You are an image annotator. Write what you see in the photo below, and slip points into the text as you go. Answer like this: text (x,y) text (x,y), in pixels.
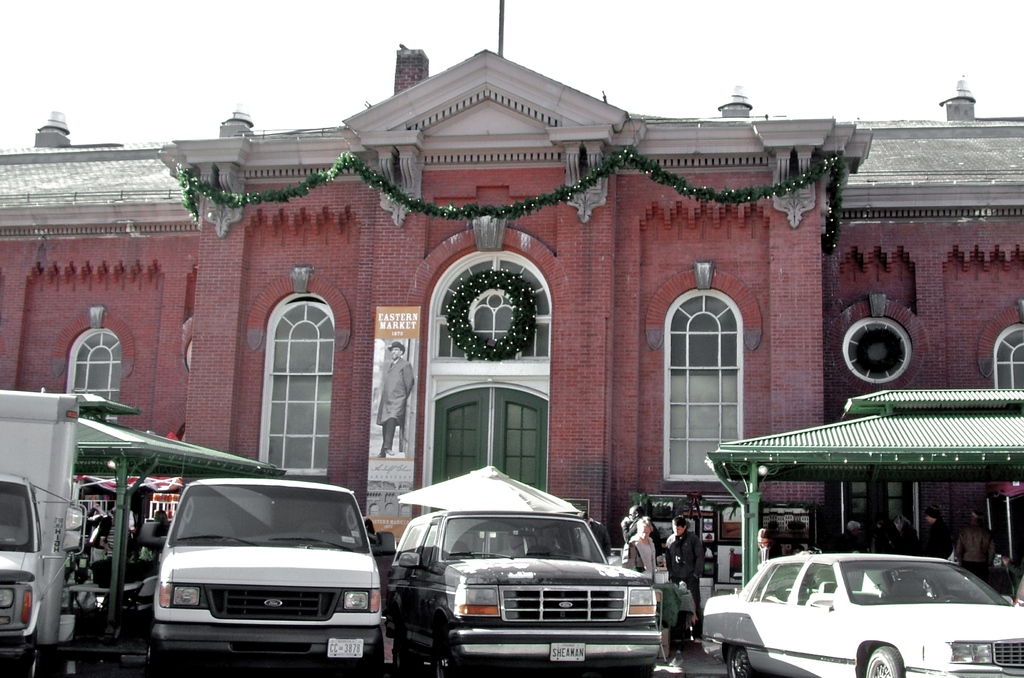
In this picture we can see vehicles (19,530) and a group of people (623,525) standing on the ground (116,652), tents (903,433), building (450,468) with windows (673,352), banner (378,527) and in the background (368,85) we can see the sky (557,56).
